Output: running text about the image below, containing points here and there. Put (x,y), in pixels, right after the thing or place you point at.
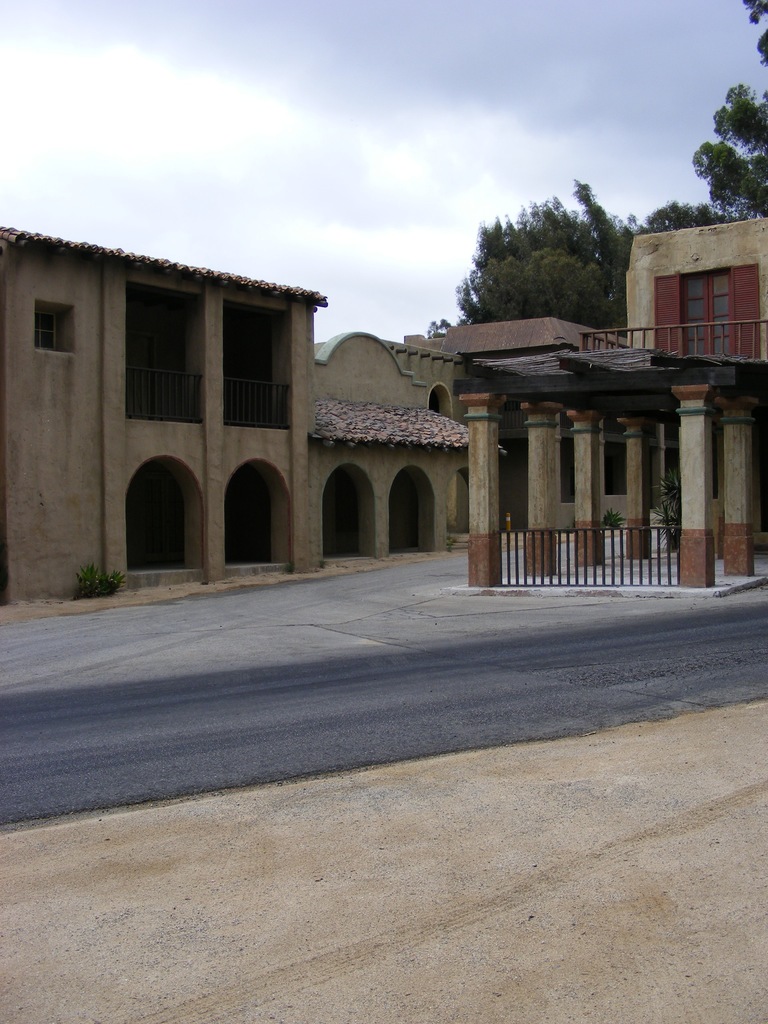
Here we can see houses (627,390), pillars (724,553), plants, trees (605,289), and road (547,701). In the background (458,184) there is sky (407,167).
